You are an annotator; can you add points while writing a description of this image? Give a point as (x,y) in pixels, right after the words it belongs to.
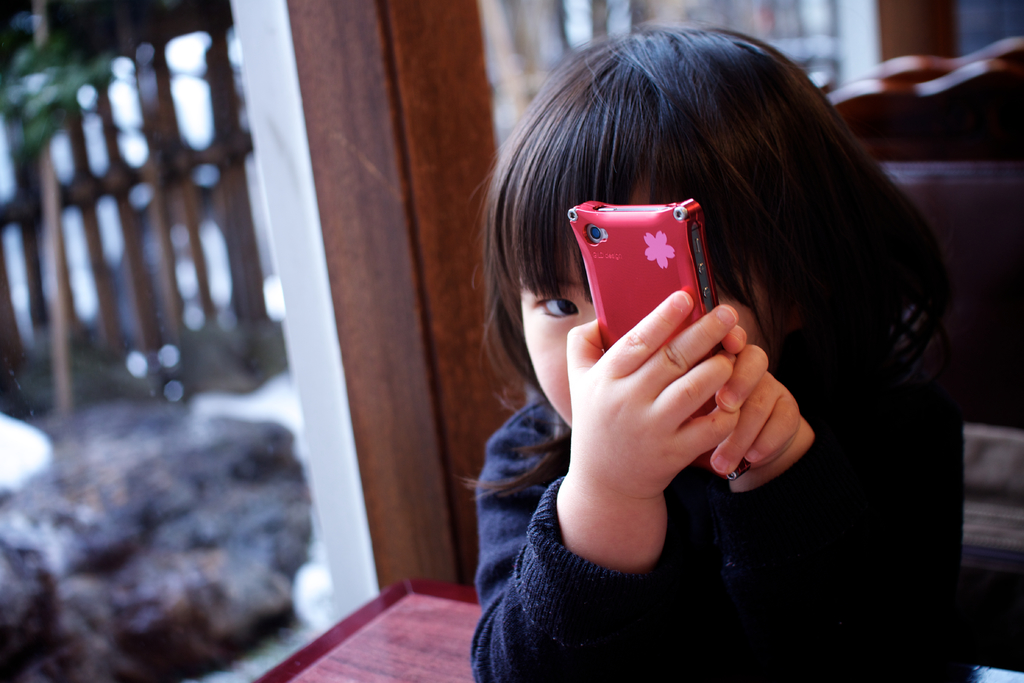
In the image there is a girl (596,483) holding a mobile (640,276). In background (388,118) we can see pillars (311,154) and table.
